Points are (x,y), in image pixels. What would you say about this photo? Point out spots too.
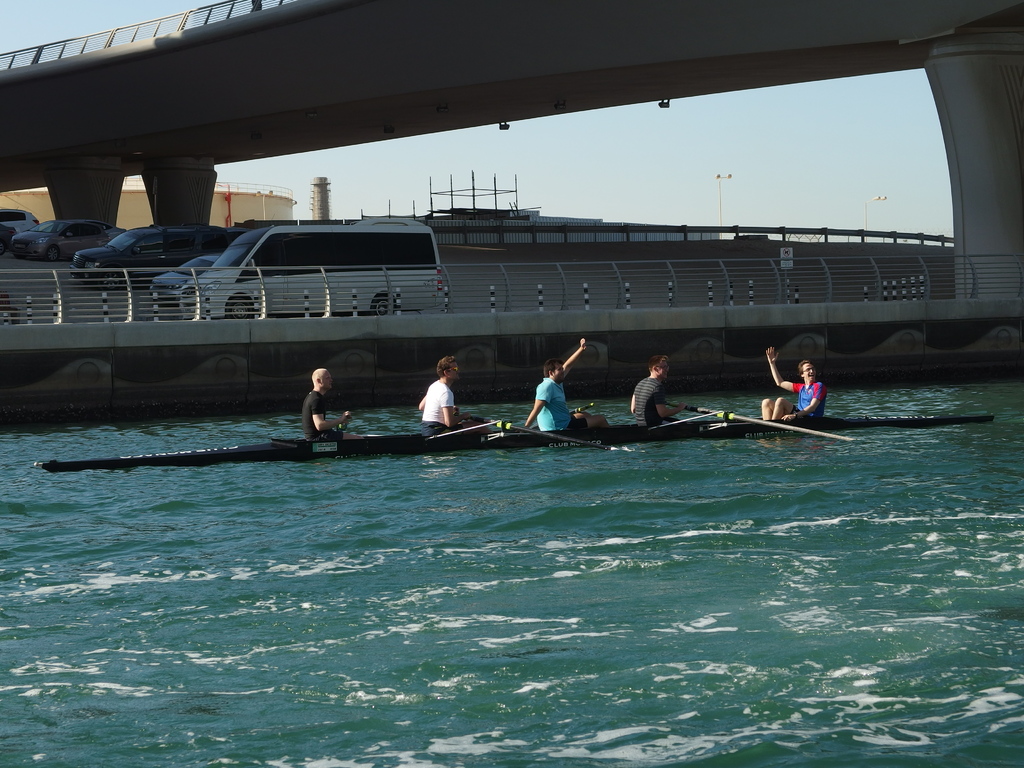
In this image, we can see few people (791,412) are sailing a boat (429,447) on the water (500,542). Background (13,316) we can see vehicles (394,287), road (146,306), railings (507,291), poles (866,225), pillars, bridge (488,100) and sky (48,30).
